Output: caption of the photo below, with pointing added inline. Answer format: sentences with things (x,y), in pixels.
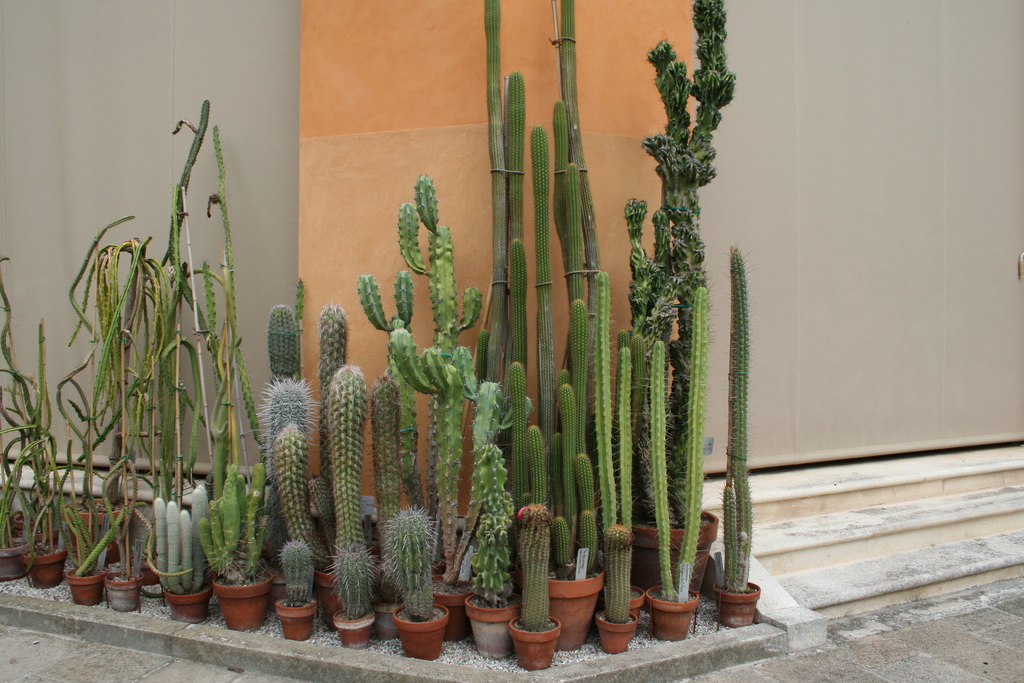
In this picture we can see different kinds of plants (269,477) on a flower pot (489,629) and some of the plants (447,357) such as cacti (628,379) this all are placed beside the steps (815,533) of a building (836,185).
